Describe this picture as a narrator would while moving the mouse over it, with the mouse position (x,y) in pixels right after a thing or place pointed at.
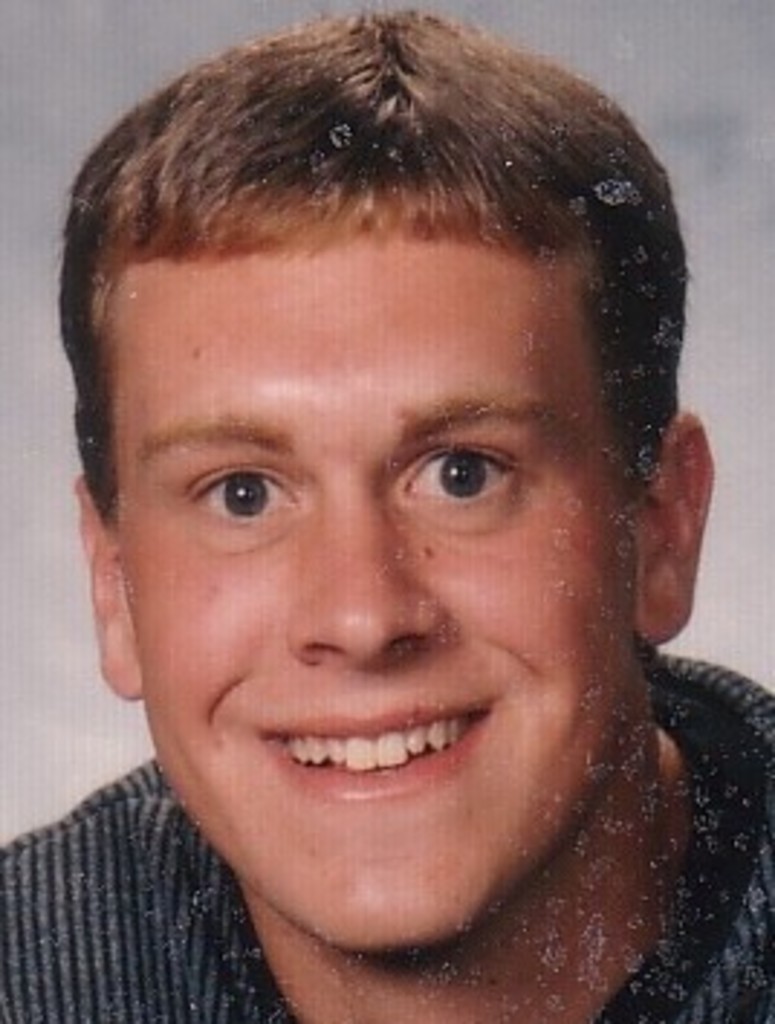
In this picture we can see a person (267,604) smiling.
